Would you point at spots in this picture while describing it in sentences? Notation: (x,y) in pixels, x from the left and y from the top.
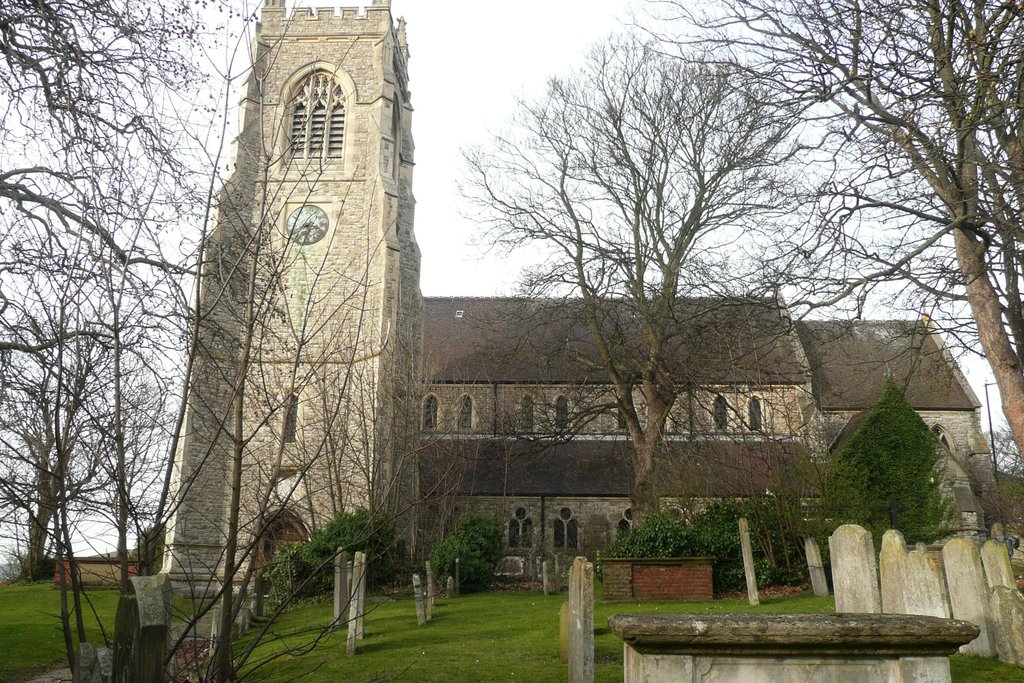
In the foreground of the picture (953,650) there are gravestones (420,604), trees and plants (389,547). In the center of the picture (533,436) there are trees (238,404), church (338,376) and clock (315,220). Sky (444,92) is cloudy.
